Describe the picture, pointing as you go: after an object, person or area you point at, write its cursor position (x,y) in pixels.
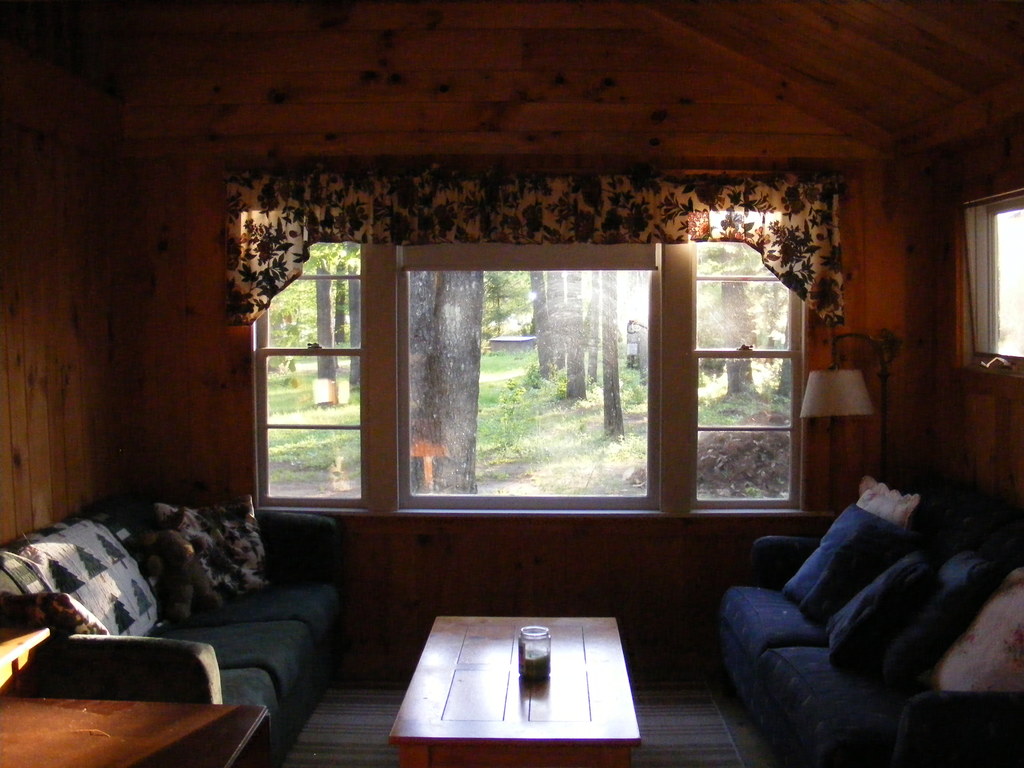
In the middle of the image (581,415) there is a grass (581,424) and trees (590,356). Bottom right side of the image (767,561) there is a couch (778,571). Behind the couch (808,758) there is a lamp (883,365). Top right side of the image (962,97) there is a roof (797,29). Top left side of the image (12,226) there is a wall (126,301). Bottom left side of the image (299,558) there is a couch (219,592). In the middle of the image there is a table (509,634). On the table (511,649) there is a cup (549,640).
